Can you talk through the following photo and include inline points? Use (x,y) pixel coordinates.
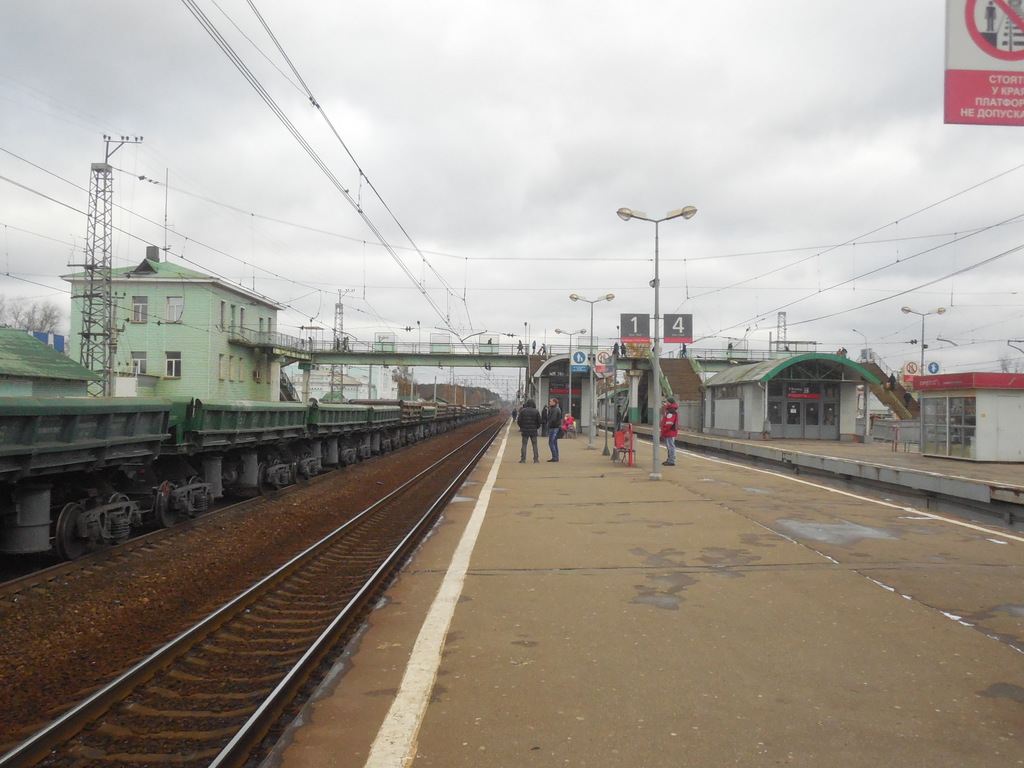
In this picture we can see a train (230,438) on a railway track (381,449), bridge (304,354), poles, wires (439,253), trees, signboards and some people (531,416) standing on a platform (818,535) and in the background (368,246) we can see the sky (601,79) with clouds (643,61).
